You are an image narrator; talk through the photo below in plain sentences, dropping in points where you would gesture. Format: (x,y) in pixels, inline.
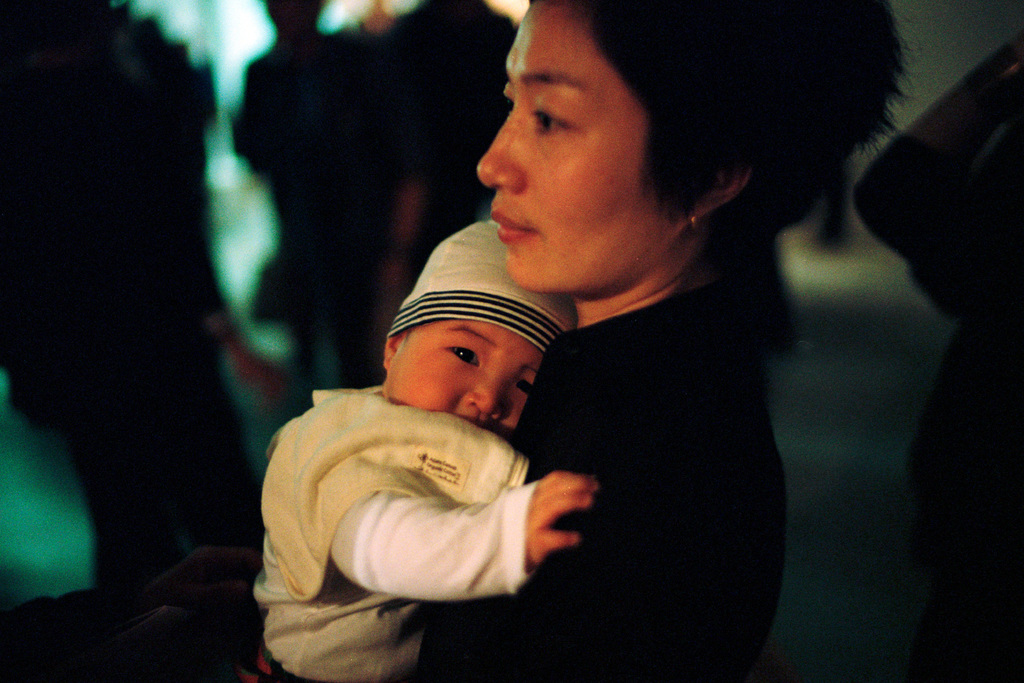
In this picture there is a lady (600,14) and a small baby (438,247) in her hands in the image and there are other people (63,364) in the background area of the image (27,247).
